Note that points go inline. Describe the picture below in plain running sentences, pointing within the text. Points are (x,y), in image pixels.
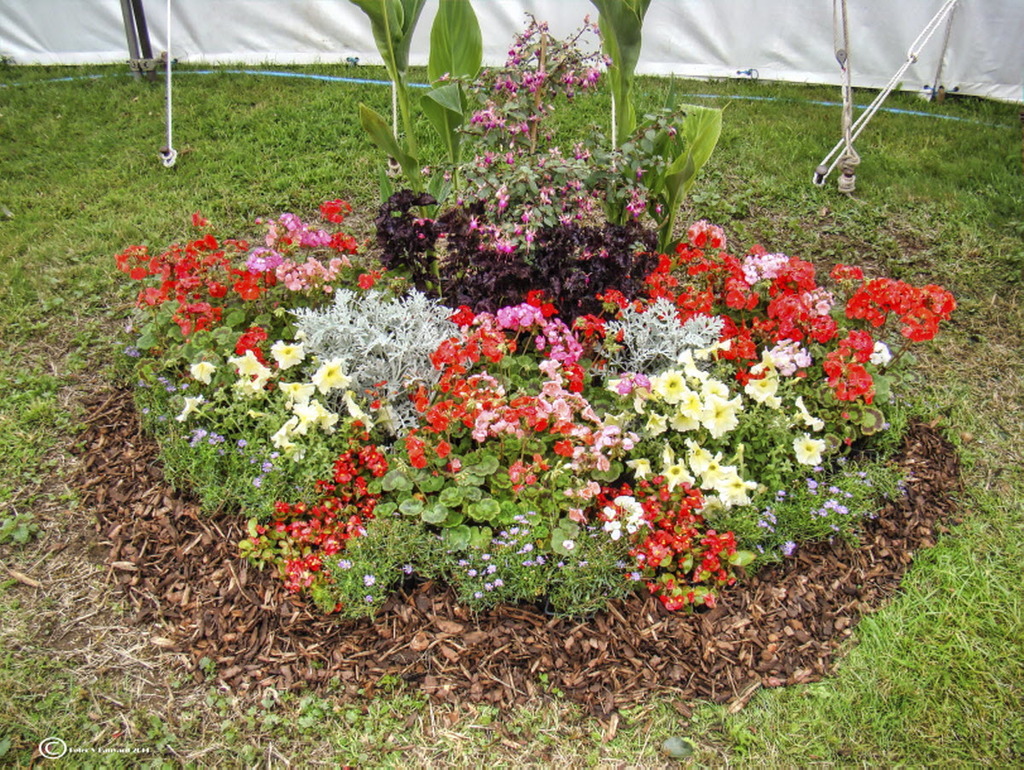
In this image there are plants (355,337) with colorful flowers (470,356), grass (37,144), tent (761,56), and there is a watermark (110,751) on the image.
